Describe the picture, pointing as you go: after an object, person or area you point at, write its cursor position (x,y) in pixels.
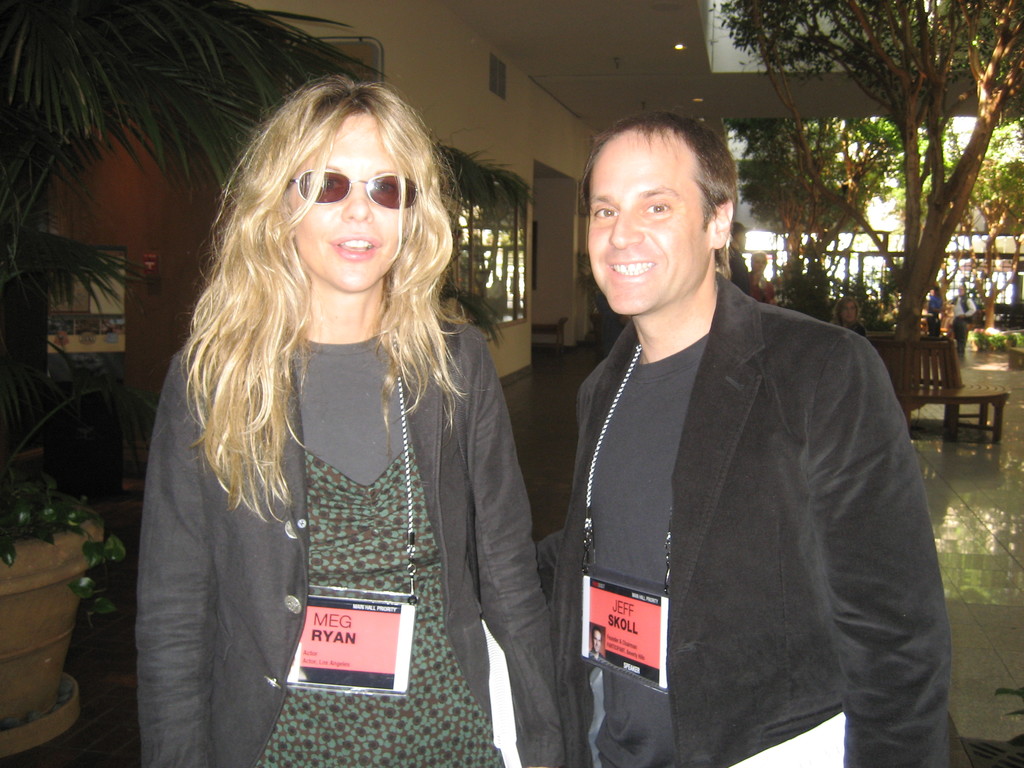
In this image I can see two people (331,348) are standing and I can see both of them are wearing jackets (262,566), ID cards (414,605) and here I can see she is wearing shades (414,192). I can also see smile (655,264) on his face (619,278) and in background (532,80) I can see number of trees (938,209), a building (525,116) and I can see few more people (840,319) in background (964,339).
